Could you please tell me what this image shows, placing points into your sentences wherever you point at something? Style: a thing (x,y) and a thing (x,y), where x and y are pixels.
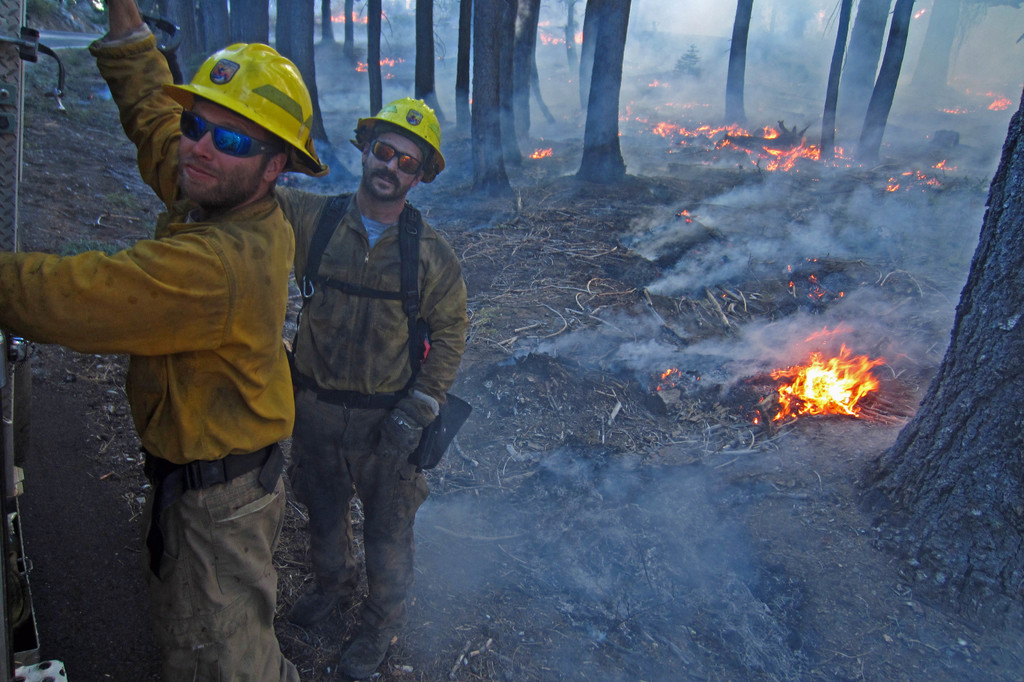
This picture shows couple of men (302,316) standing they wore sunglasses (401,158) on their face (387,175) and caps (268,130) on their heads (277,158) and we see trees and fire (785,386) on the ground (725,269).
